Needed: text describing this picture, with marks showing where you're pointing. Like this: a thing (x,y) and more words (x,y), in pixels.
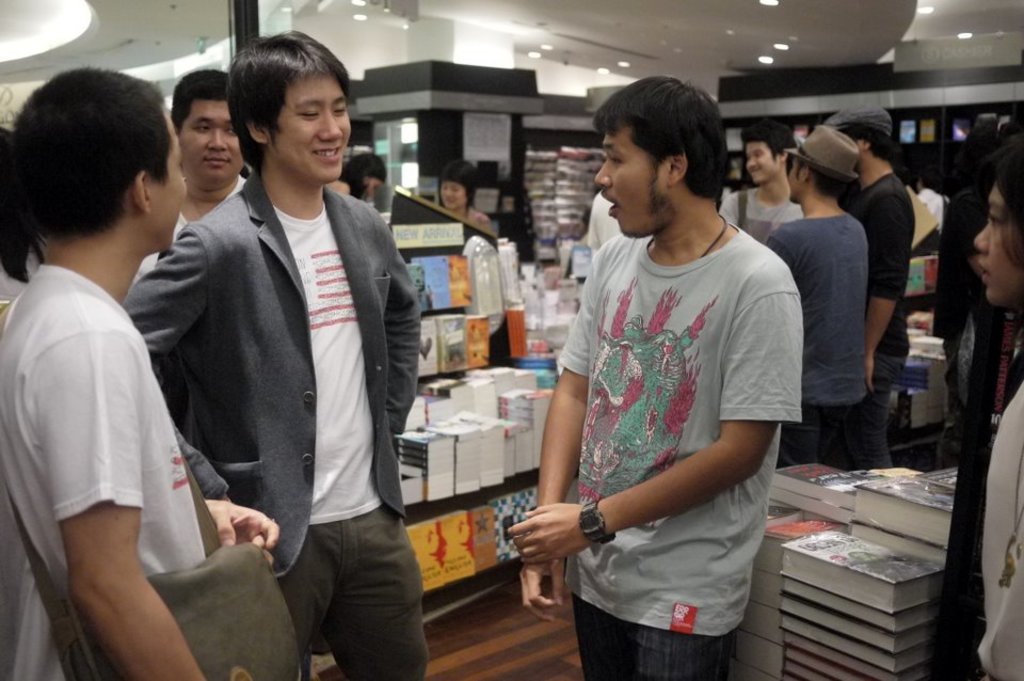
It looks like a book store (565,167) many people (647,474) were standing in between the books (435,333) and in the front (400,268) two people (248,276) were discussing with each other, there are white color lights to the ceiling (746,26).
